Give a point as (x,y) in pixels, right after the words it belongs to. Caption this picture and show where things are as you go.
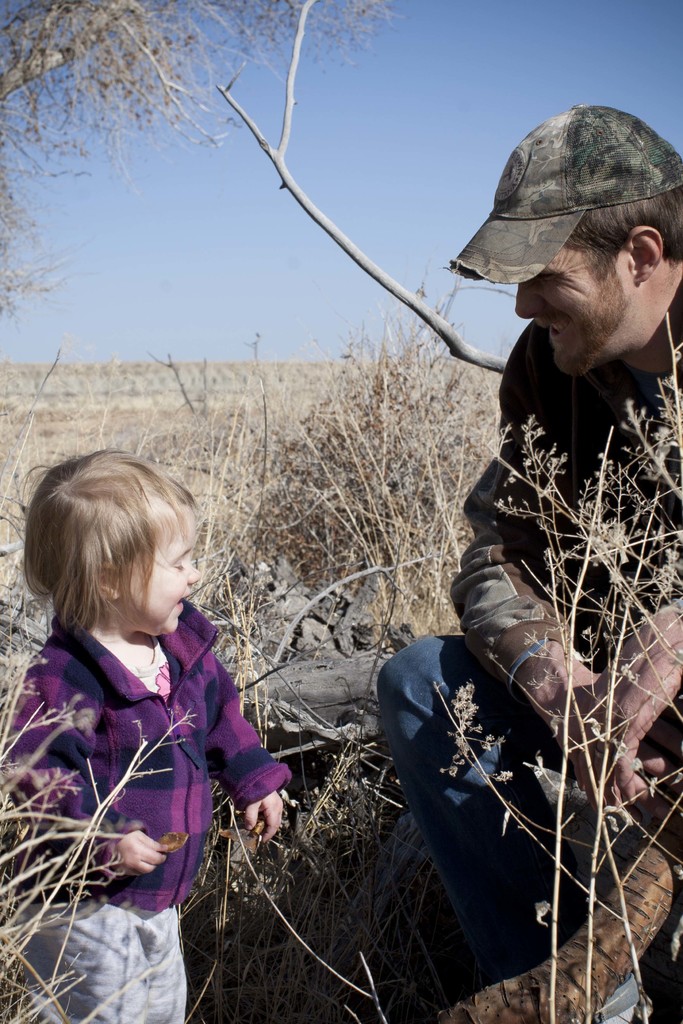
In the image we can see a man (506,499) and a child (252,778) wearing clothes (173,723) and they are smiling. This man (450,677) is wearing a cap (545,222) and shoes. This is a dry grass (342,509), dry tree (86,39) and a pale blue sky (357,76).
